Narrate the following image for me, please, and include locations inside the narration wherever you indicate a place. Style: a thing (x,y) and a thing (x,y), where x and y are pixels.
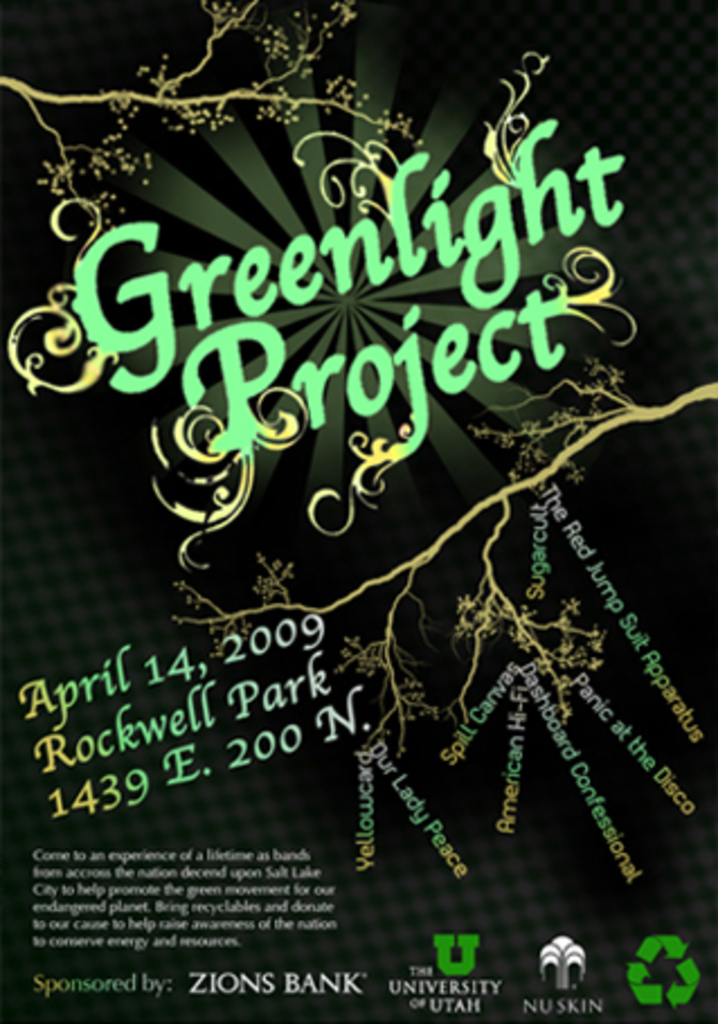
In this picture I can see the poster (427,649). I can see the design (480,654) and texts (448,857).
